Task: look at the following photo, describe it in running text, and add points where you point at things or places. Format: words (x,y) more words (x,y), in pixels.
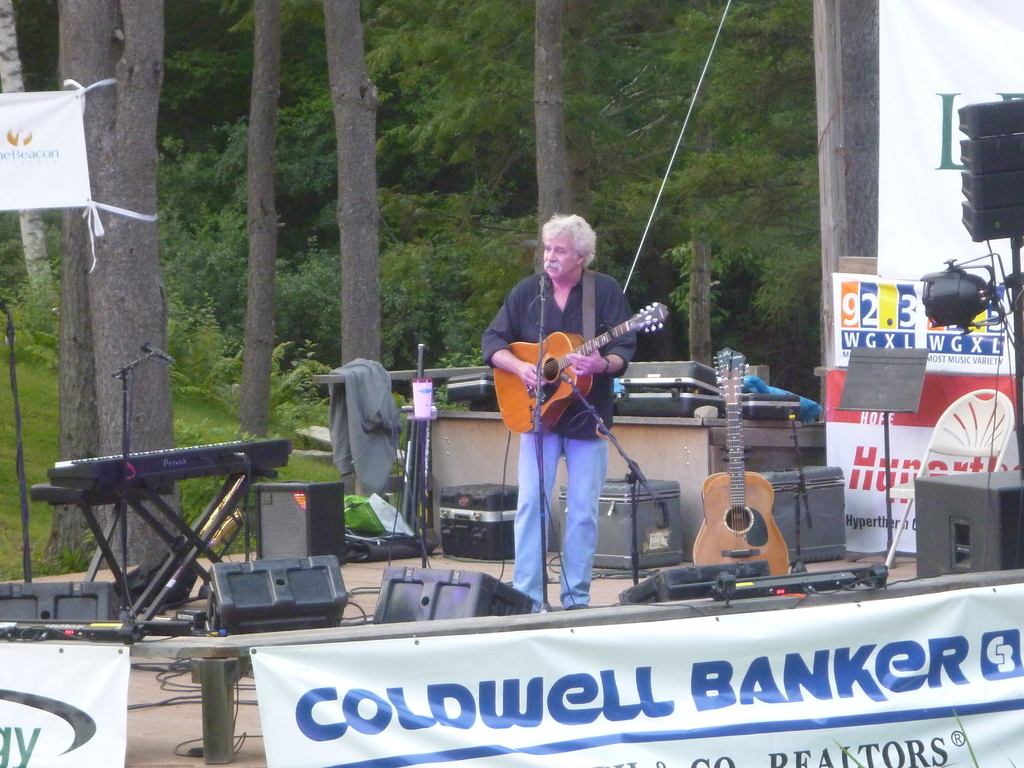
In this image there is a man (596,357) standing and playing a guitar (570,393) and at the back ground (946,359) there is a banner (744,729), speaker (1023,122), light (968,321), tree (753,43), jacket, another guitar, piano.
